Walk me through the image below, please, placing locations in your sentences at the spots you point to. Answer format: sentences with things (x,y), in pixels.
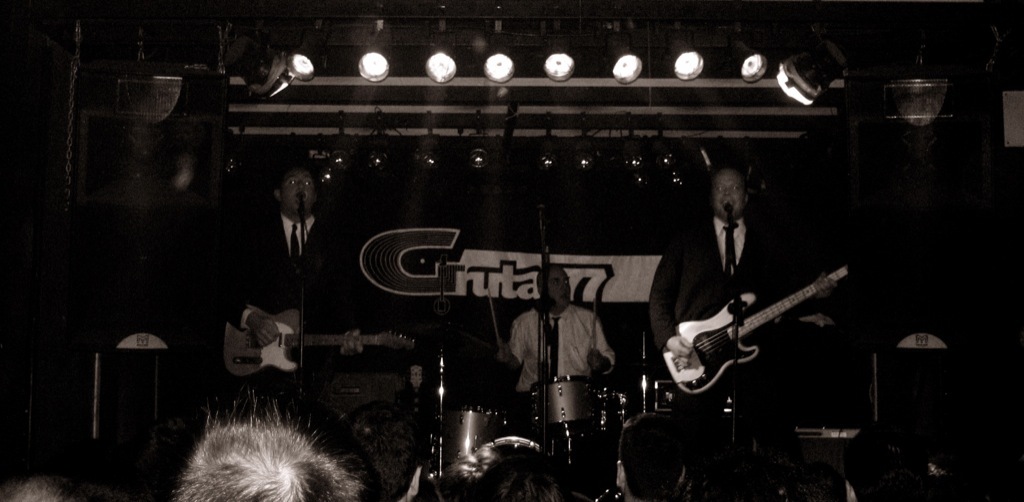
In this image in the front (274,414) there are persons (666,449). In the center (671,291) there are musicians (317,241) performing on the stage (636,354) holding musical instruments (725,339) in their hands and on the top (806,87) there are lights (792,92). In the background (441,237) there is a banner (414,242) with some text (441,237) written on it and in front of the banner (521,281) there is a person (573,313) holding sticks (592,345) in his hand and in front of the person (560,335) there is a musical drum (570,405).
